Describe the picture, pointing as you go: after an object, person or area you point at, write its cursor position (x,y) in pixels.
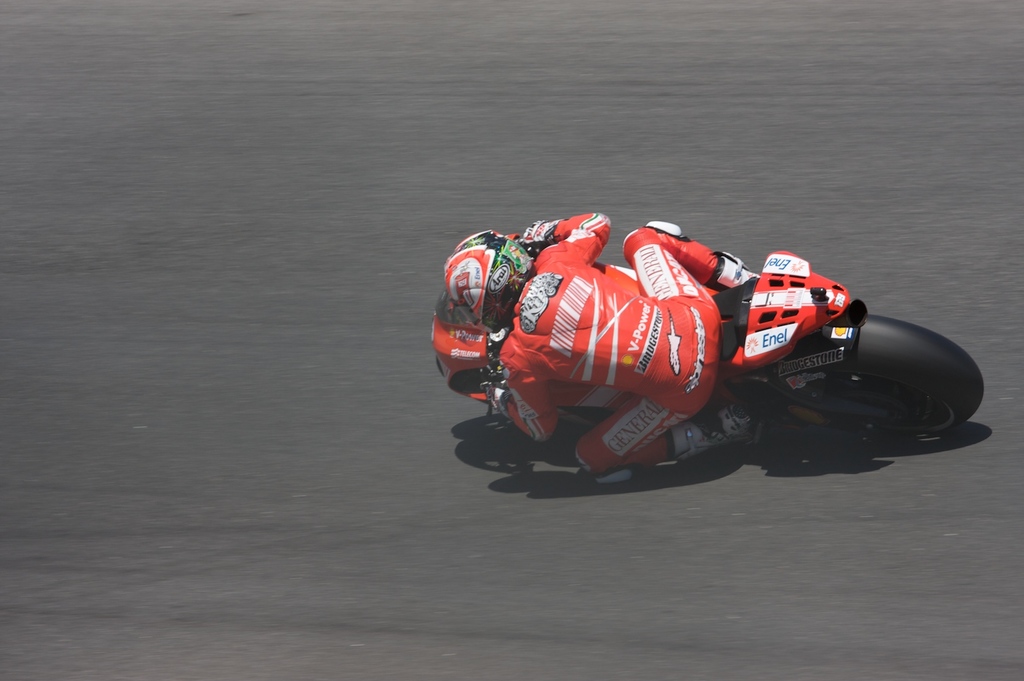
In this picture there is a man (636,298) who is wearing helmet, t-shirt (635,305), gloves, trouser (633,243) and shoe (688,434). He is riding a bike (943,401) on the road (898,478).
